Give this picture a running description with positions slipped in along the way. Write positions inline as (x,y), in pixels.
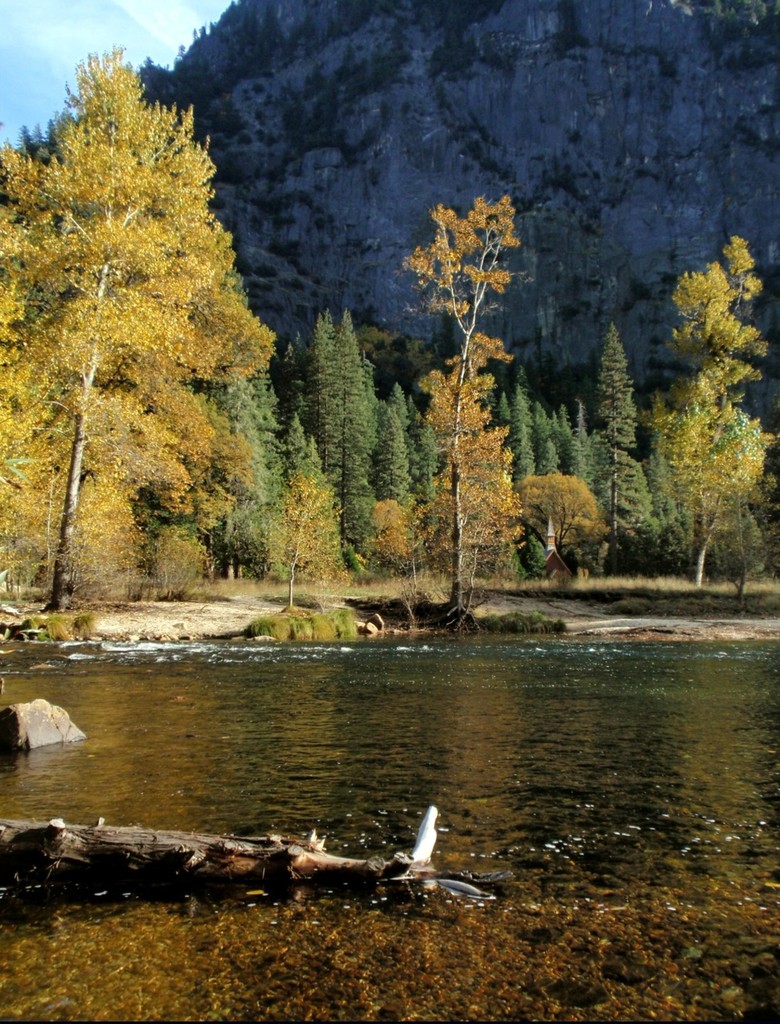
In the foreground of the picture (274,693) there is a water body (624,820), in the water (86,719) we can see rock (51,740) and a trunk (183,848). In the middle of the picture (453,495) there are trees (338,436). At the top (429,97) it is looking like a mountain (395,106) covered with trees (212,80). At the top (79,45) towards left (79,45) we can see sky (129,51).
